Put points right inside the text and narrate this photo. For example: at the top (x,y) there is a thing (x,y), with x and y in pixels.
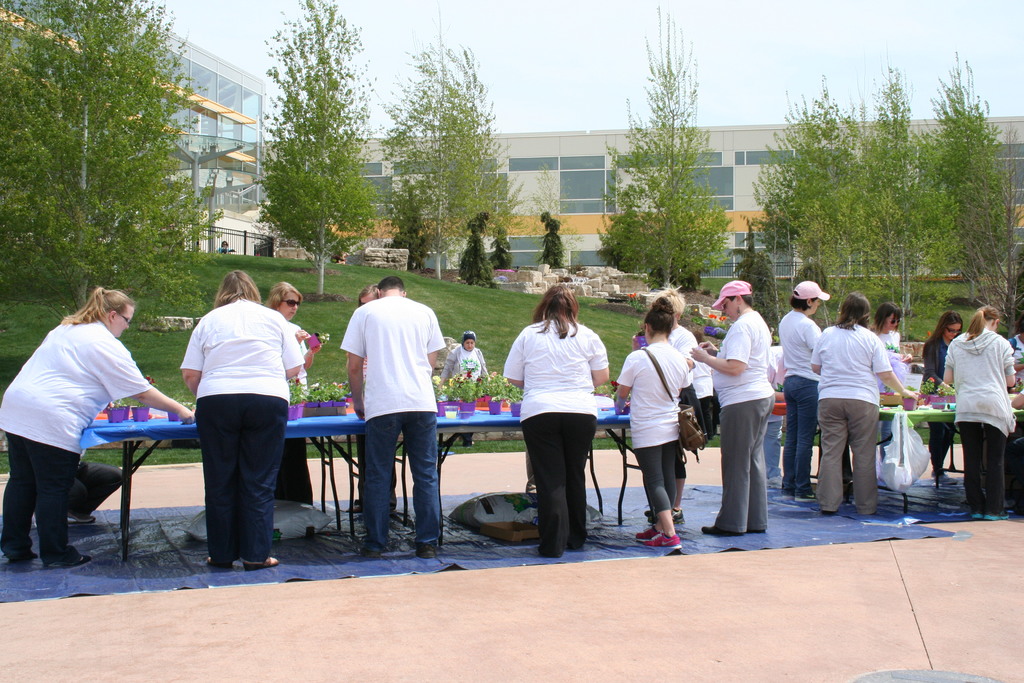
In this image i can see a group of people (776,377) are standing in front of a table (194,427) and wearing a white tops (542,373). I can see there are few trees (878,189) and building (211,147).
